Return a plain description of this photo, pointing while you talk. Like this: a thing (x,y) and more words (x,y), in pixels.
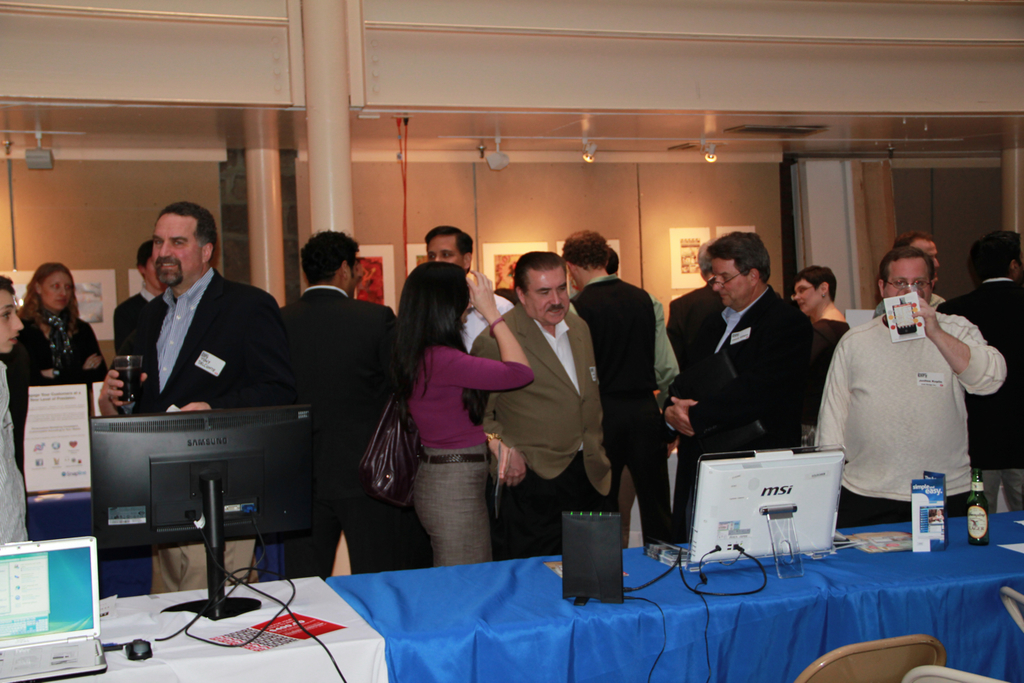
In this image I can see number of people (592,376) are standing, I can see most of them are wearing formal dress (282,390) and I can see few of them are holding things (723,374). Here I can see few tables (472,620) and on these tables (115,556) I can see a laptop (61,560), a mouse (127,648), a monitor (216,447), a bottle (983,476) and few other things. I can also see few chairs (843,662) over here and in the background (36,213) I can see few frames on wall (692,169).
